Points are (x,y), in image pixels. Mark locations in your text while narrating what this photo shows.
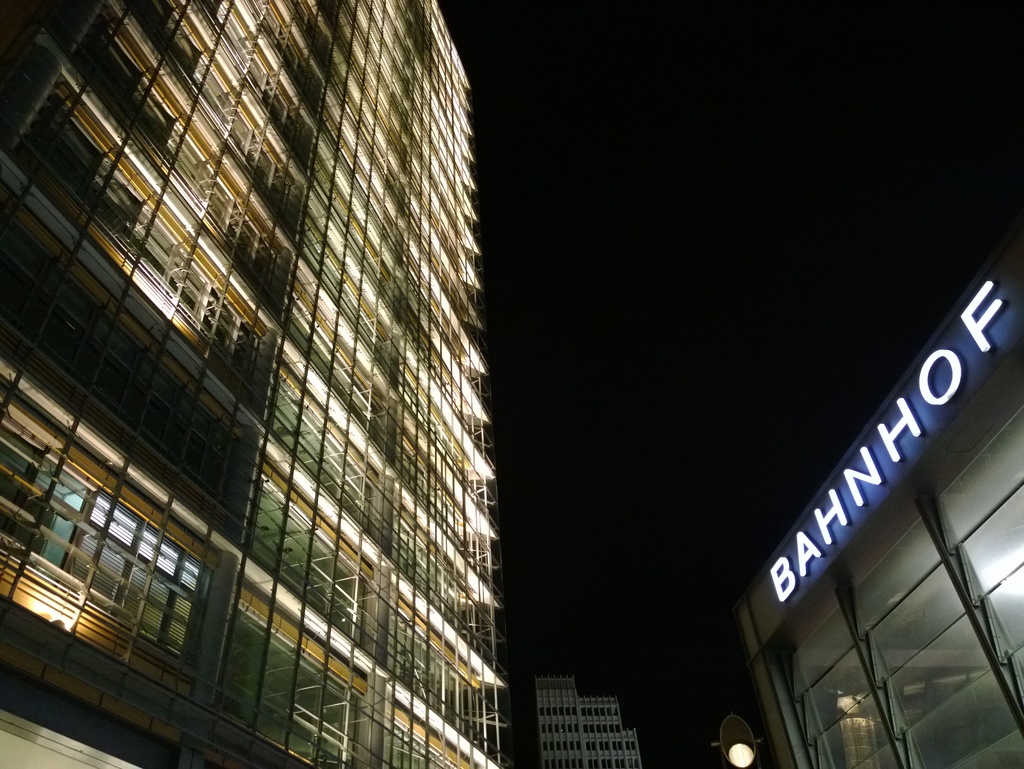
In this picture I can see a buildings (427,366) on the left (193,427) and I see number of lights (358,8) in it and on the right side of this picture (923,669) I can see another building (842,491), on which there is something written. In the background (595,736) I can see another building (588,720) and I see that it is dark.
